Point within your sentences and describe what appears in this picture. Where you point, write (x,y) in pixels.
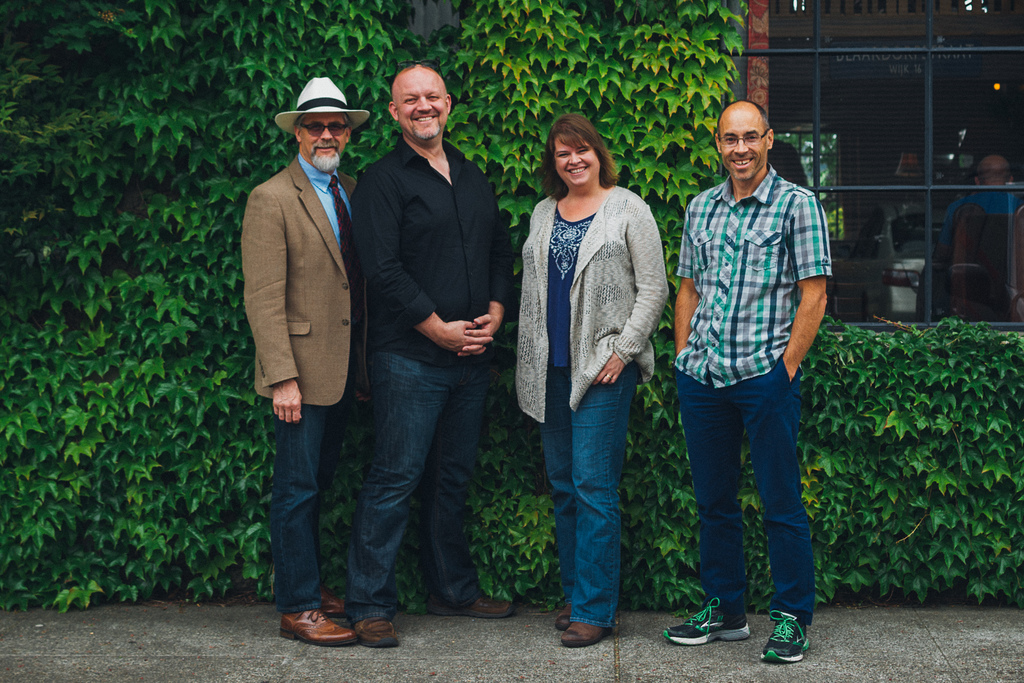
In this picture we can see three men (463,316) and a woman (551,142) standing on a platform (898,626) and smiling and in the background (503,133) we can see plants (373,136), window (861,66), person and some objects (894,233).
